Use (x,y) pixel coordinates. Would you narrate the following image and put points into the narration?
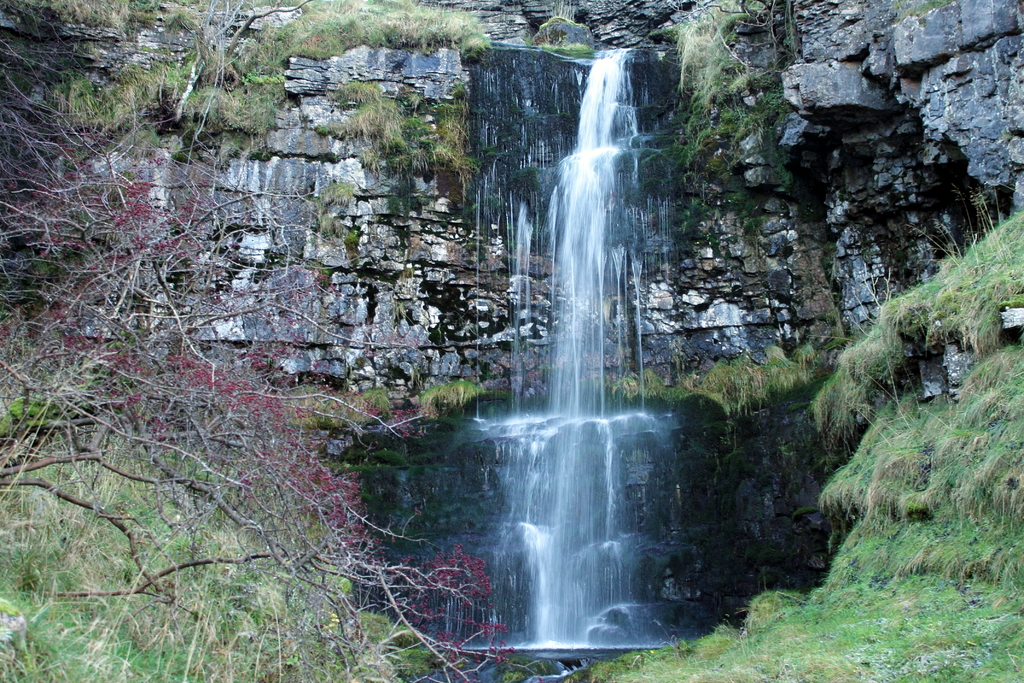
In this picture, we can see a waterfall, some trees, plants (865,681), flowers (344,538) and wall (646,210) of a rock (370,473).
